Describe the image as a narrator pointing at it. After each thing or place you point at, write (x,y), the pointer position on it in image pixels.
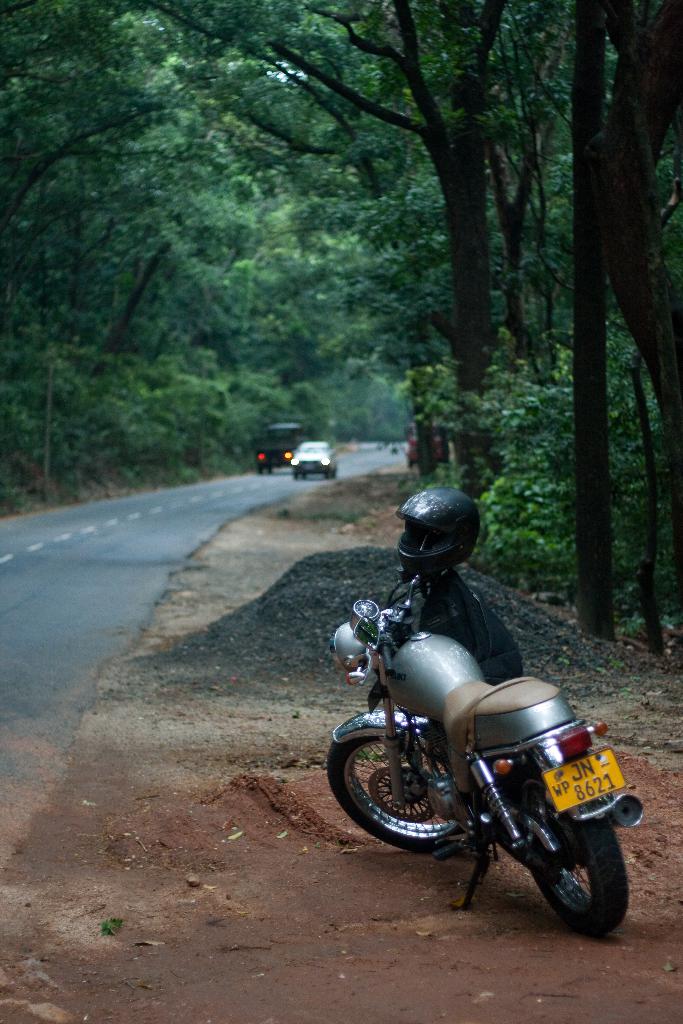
In the image I can see a bag (482,635), helmet (416,534) is on the bike (602,724). I can see vehicles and green trees (278,171) on the road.
